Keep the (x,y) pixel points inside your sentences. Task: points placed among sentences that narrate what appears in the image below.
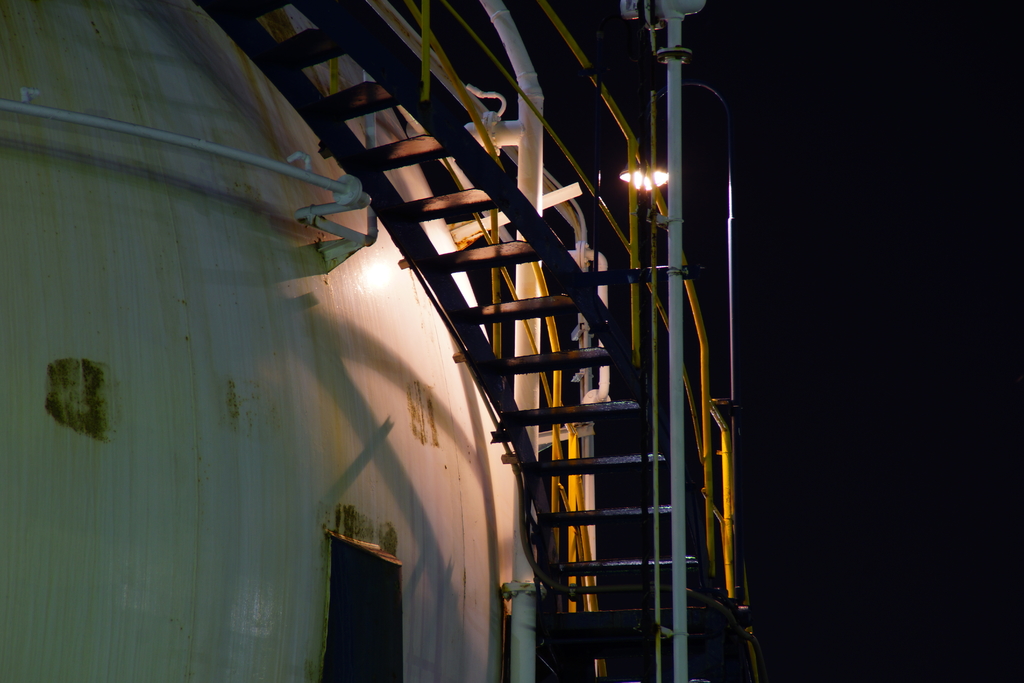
In this image we can see metal objects (512,375), rods (560,401) and other items (353,296). In the background (816,278) the image is dark.
